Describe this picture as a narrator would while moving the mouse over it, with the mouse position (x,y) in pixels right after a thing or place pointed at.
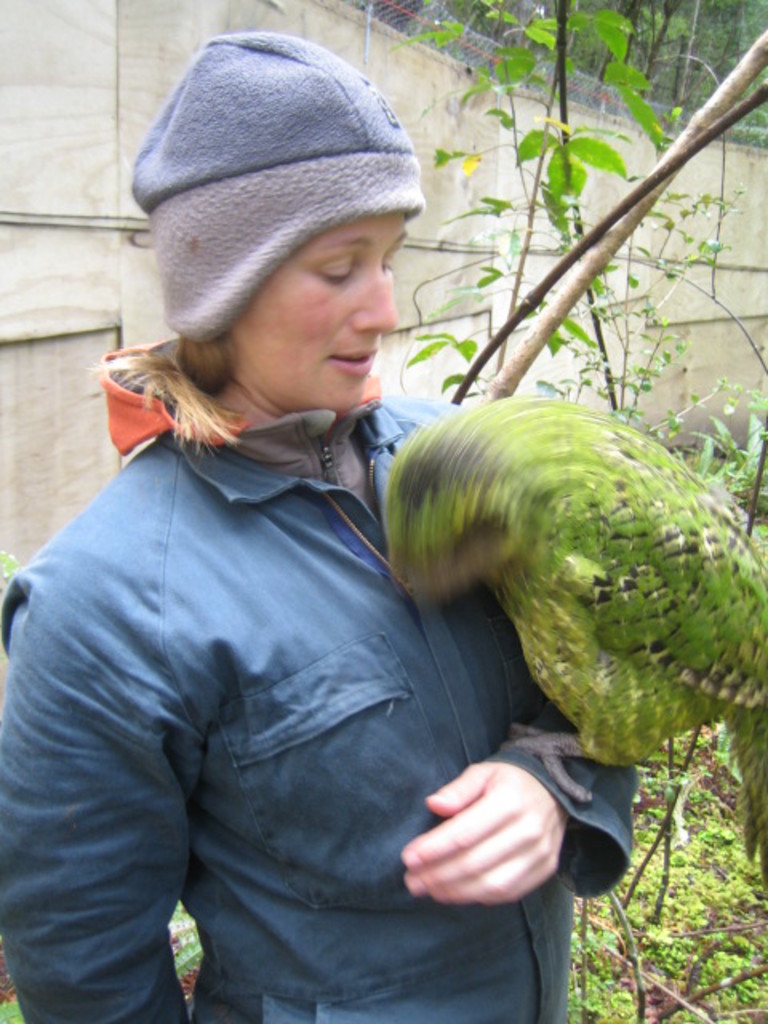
In this picture we can see a person (252,691) and a bird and in the background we can see a wall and trees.
